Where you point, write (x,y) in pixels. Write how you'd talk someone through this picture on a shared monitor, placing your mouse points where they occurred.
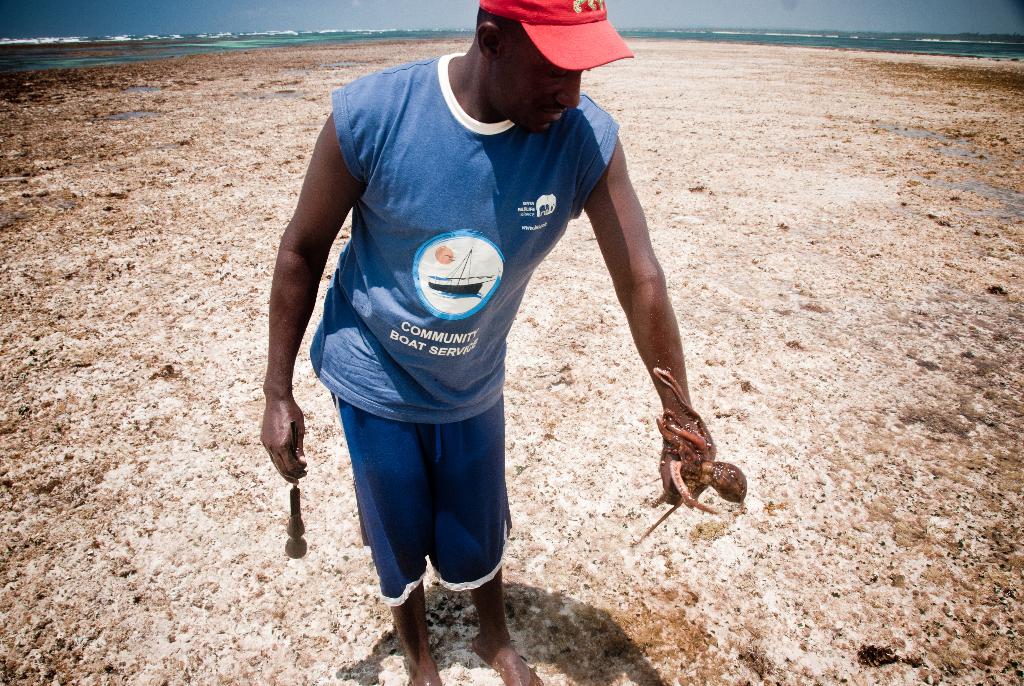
In this image, I can see a person (459,476) standing and holding an object (298,494) and octopus (671,476). In the background (265,43), there is water (713,32) and the sky (823,22).
